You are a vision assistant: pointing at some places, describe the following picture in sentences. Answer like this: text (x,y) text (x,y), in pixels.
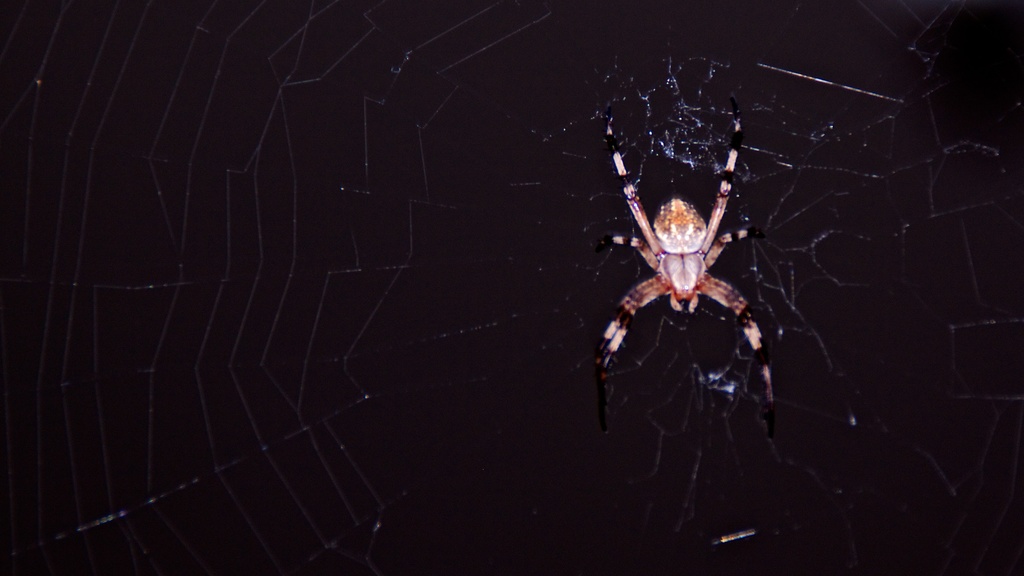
In this image we can see a spider (727,188) on the web (677,151) and the background (481,466) is dark.
